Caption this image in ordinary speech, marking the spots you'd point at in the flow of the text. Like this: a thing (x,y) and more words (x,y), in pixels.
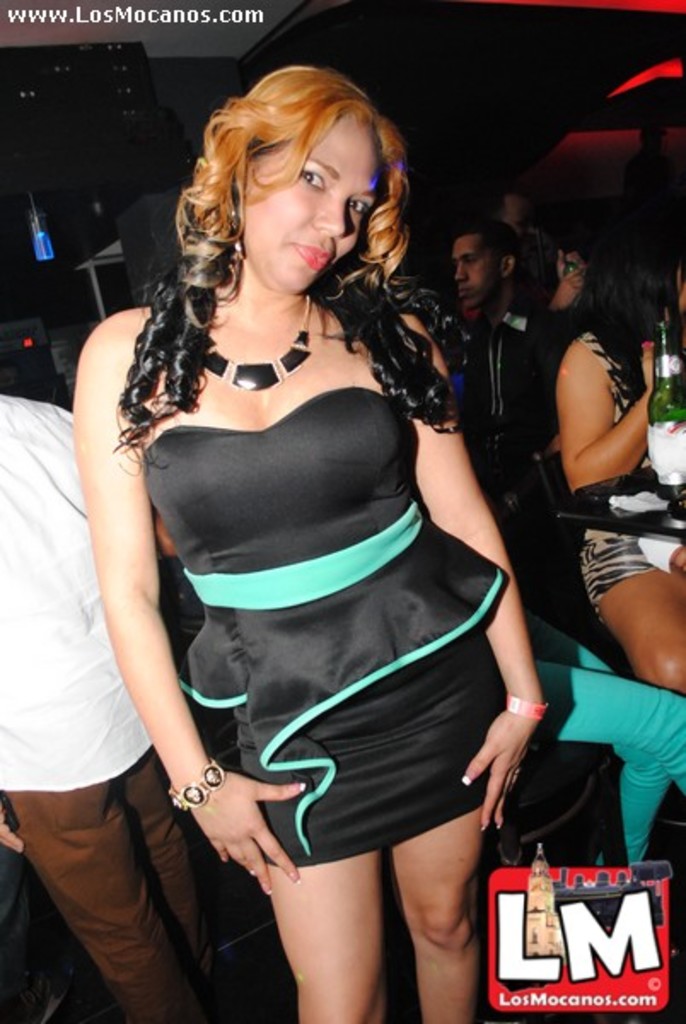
In this image there is a woman (300,502) posing for a photograph, in the background (68,473) people (579,463) standing, in the bottom right (500,887) there is a logo (518,943), in the top left (30,13) there is text (115,19).
